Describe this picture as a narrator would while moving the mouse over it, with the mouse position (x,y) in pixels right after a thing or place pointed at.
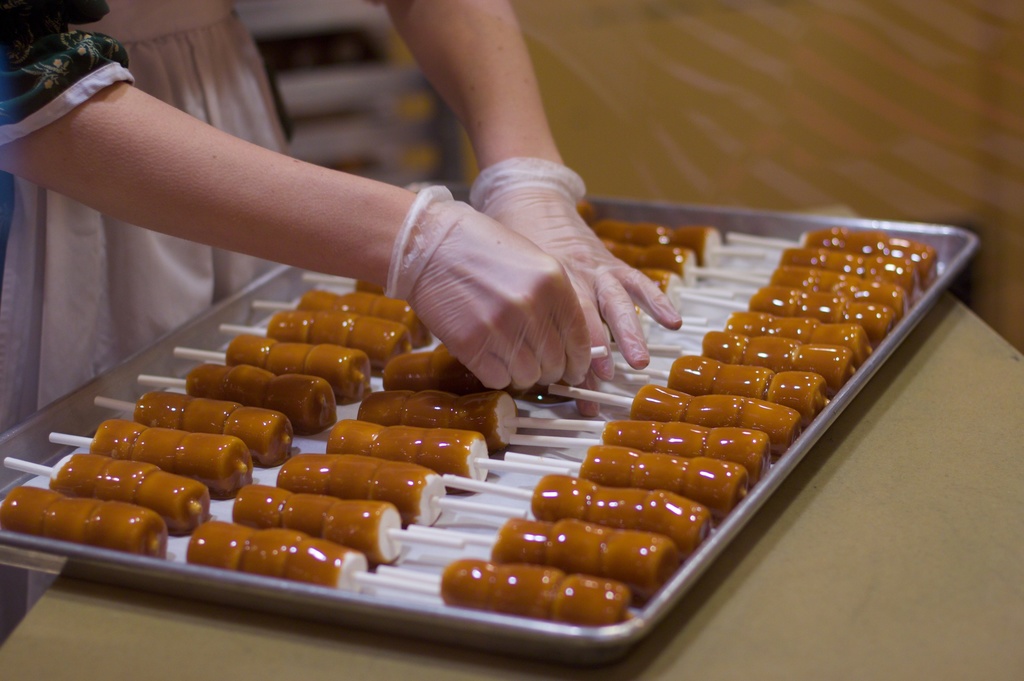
In this image we can see the candies (160,458) in a tray (552,649) which is on the table (873,541). We can also see some person (415,42) wearing the hand gloves (535,235) on the left (70,328).
